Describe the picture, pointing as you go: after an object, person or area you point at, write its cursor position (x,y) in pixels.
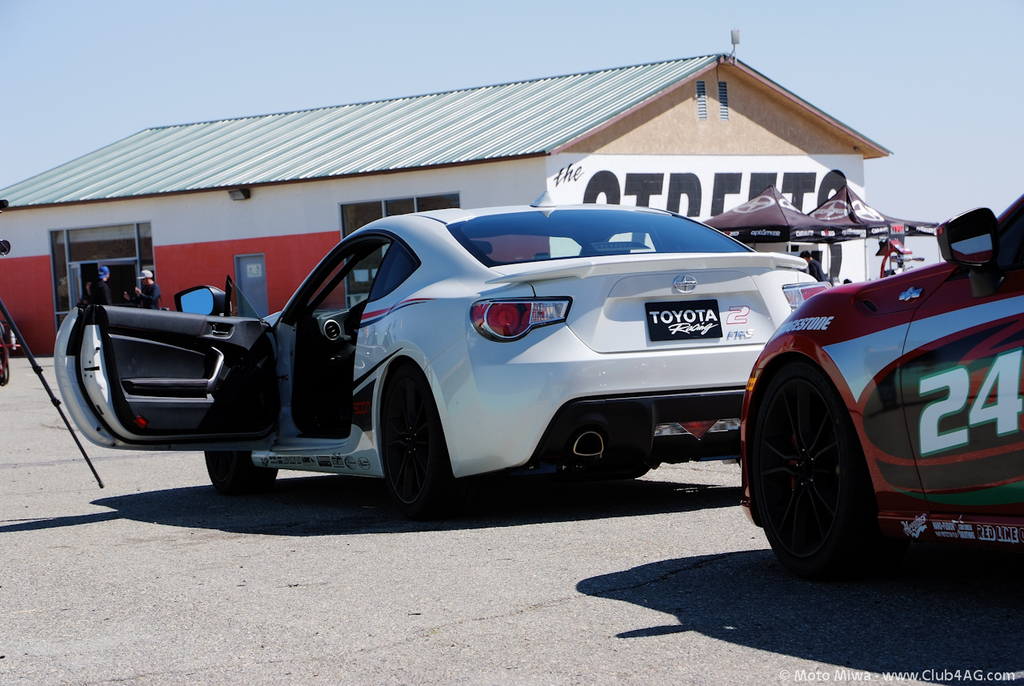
In this picture there is a white car (449,296) on the road (548,549). On the right (853,315) I can see the red car (970,471). In the back (322,201) I can see the tent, shed (466,140) and pole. On the left (99,302) I can see two persons (99,289) who are standing near to the window (99,232). Beside the white car (94,382) I can see the camera stand (26,348). At the top (529,26) I can see the sky (429,53). In the bottom right corner (864,672) there is a watermark (855,675).
